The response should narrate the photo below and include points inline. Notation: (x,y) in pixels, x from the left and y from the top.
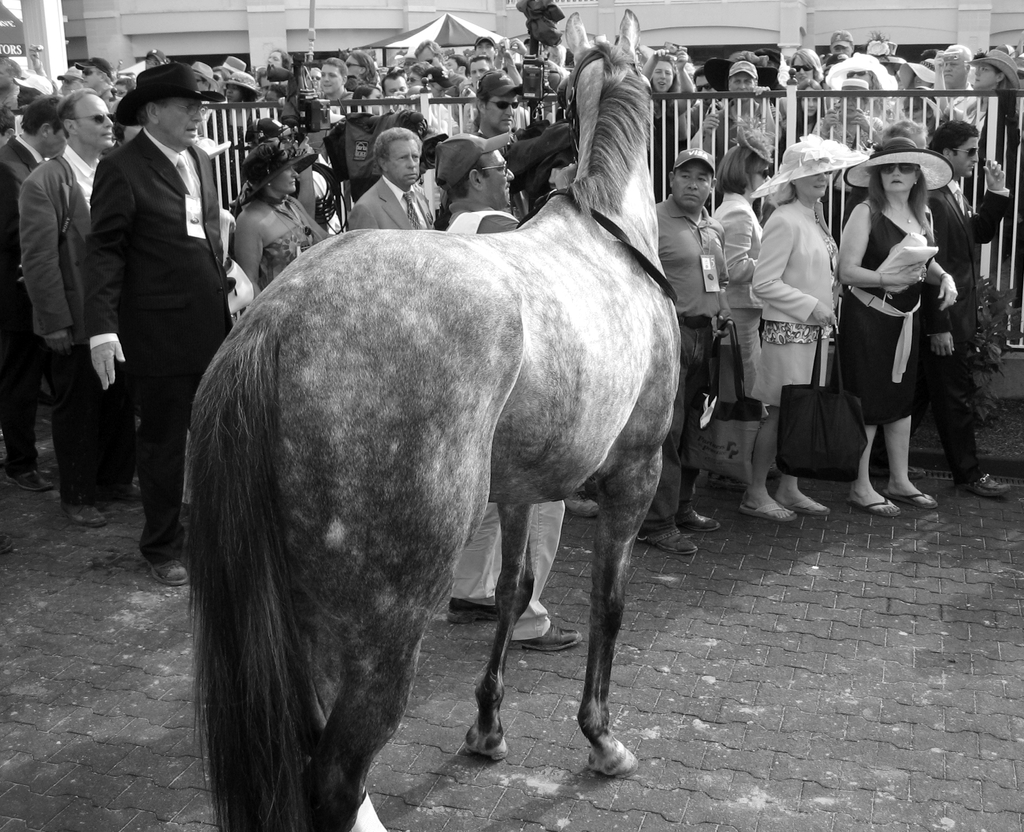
This picture is clicked outside. In the center (670,328) there is a horse (386,486) standing on the ground (712,727). Behind the horse (565,264) there are group of persons (443,141) standing. In the background (852,38) we can see an Umbrella (454,33) and a group of people (465,59) standing and looking at a horse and a Building (971,19).
